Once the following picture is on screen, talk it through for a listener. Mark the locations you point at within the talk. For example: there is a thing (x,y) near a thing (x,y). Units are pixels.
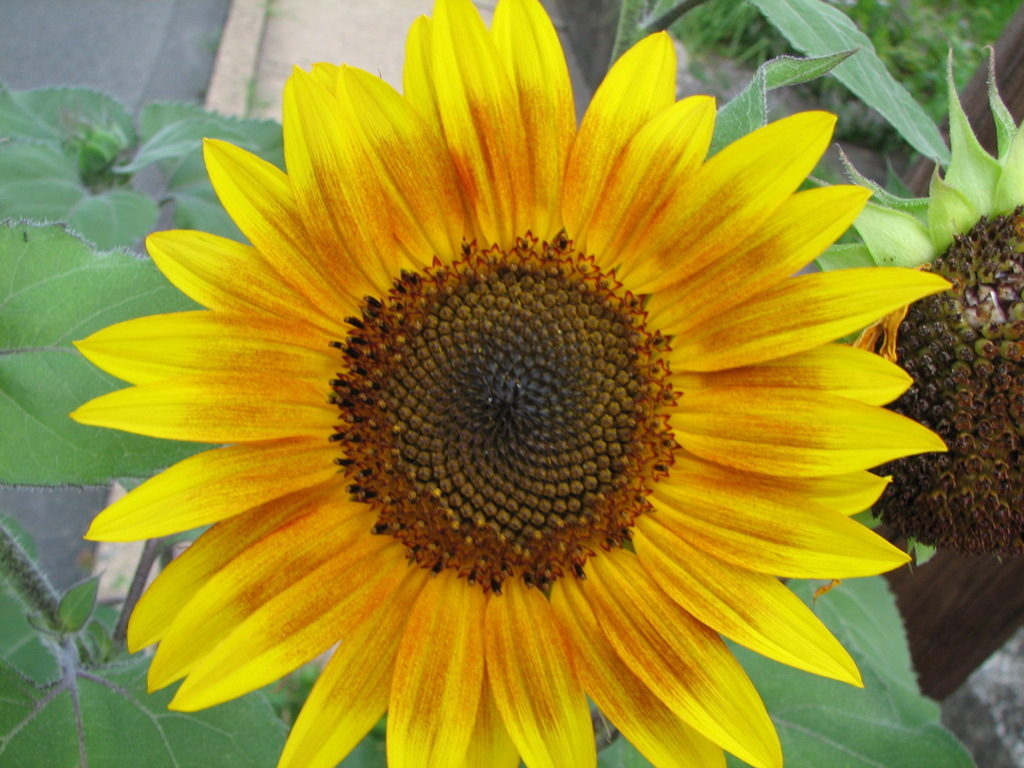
In the center of the image (573,265) there is a sunflower (427,412) on a plant (433,357). In the background (100,60) there is a road (196,68).
